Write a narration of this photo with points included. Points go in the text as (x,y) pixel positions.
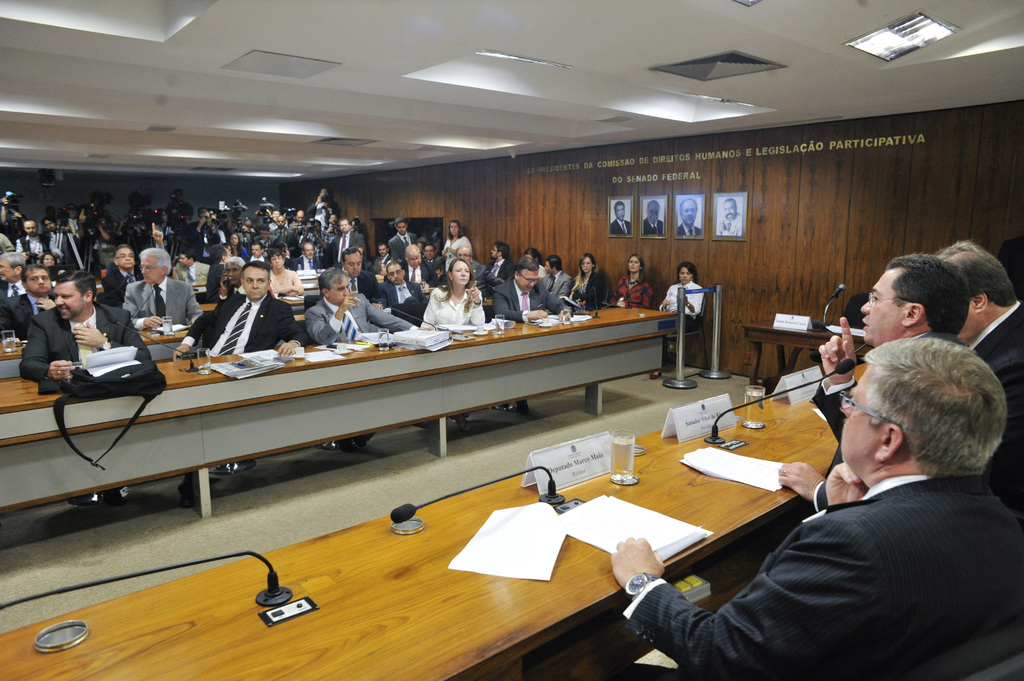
On the right side (883,582) a man (856,592) is sitting on the chair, he wore a black color coat (873,565). Beside him there is another man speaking on the microphone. On the left side (126,319) few persons (327,339) are sitting.
